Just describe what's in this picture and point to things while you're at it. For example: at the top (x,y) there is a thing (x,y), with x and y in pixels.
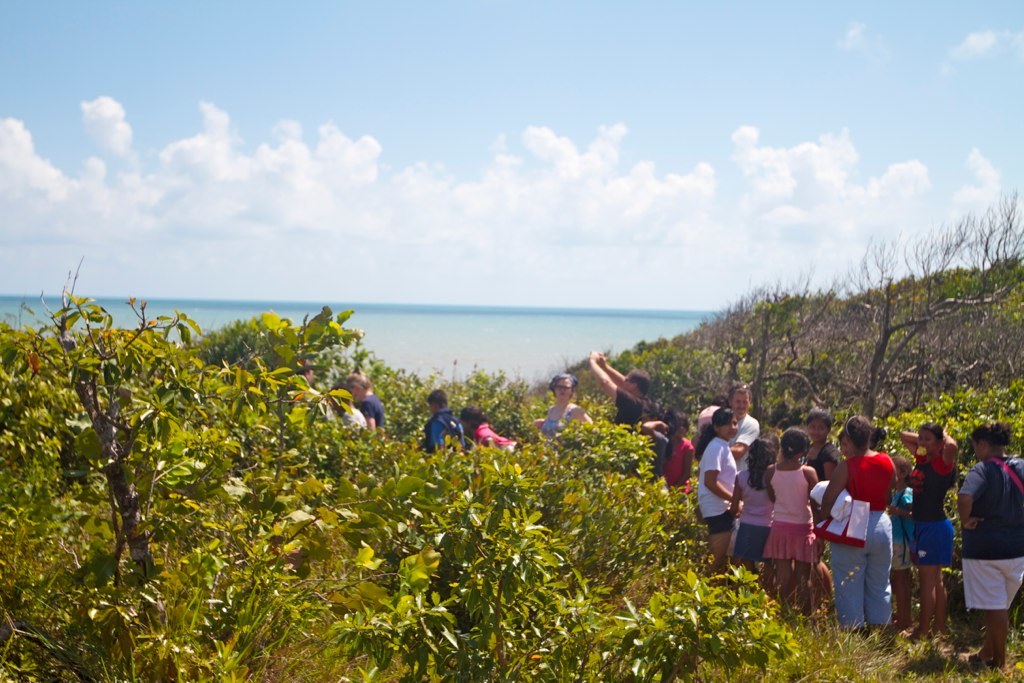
In this image we can see people (740,475) standing. There are plants (393,486) and trees (129,421). In the background of the image (395,332) there is sky (407,217), clouds (299,183) and water (367,323).
